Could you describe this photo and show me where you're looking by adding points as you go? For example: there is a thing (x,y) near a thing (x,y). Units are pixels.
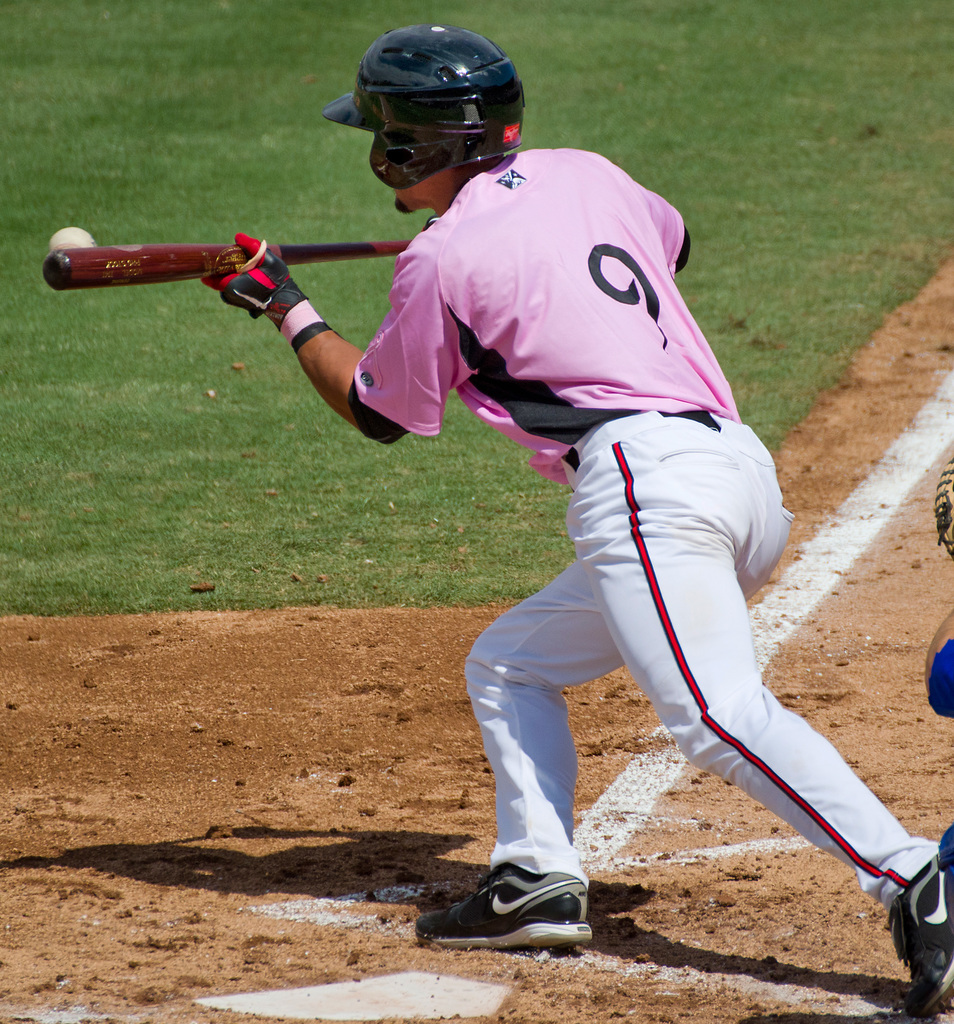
In this image I can see a person (582,345) is playing the baseball, he wore pink color t-shirt (554,257), white color trouser (723,535) and a black color helmet (437,135).
